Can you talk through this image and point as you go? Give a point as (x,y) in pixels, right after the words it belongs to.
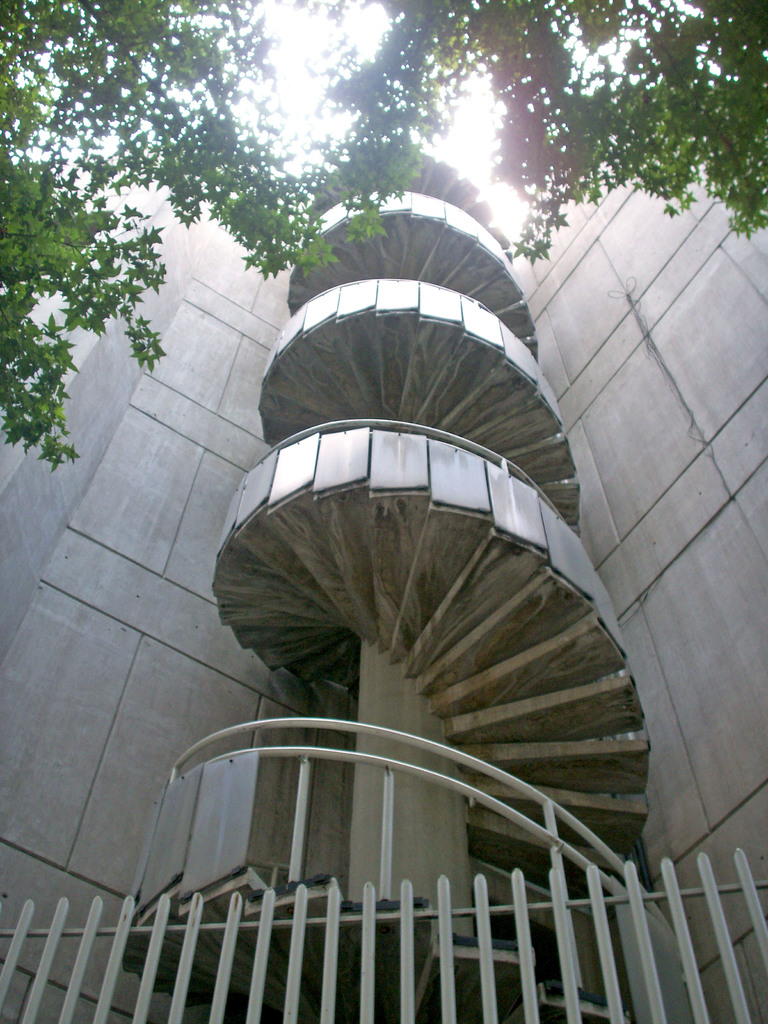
In this image, I can see a building (149,741) with stairs (499,378) and there are trees (690,83). At the bottom of the image (294,963), I can see iron grilles (141,1010). In the background (321,53) there is the sky (321,53).
